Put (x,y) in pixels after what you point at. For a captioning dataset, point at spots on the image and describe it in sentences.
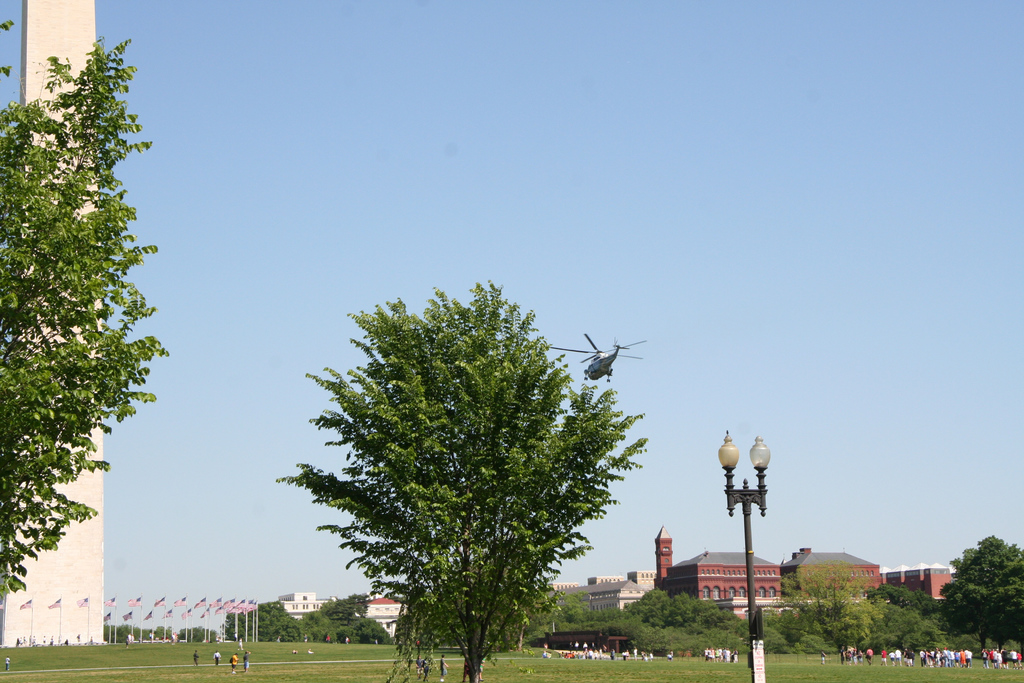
In this image we can see many buildings (745,577). There are many trees (312,620) in the image. There is a grassy land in the image. There are many flags (147,616) at the left side of the image (254,608). There are many people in the image.
